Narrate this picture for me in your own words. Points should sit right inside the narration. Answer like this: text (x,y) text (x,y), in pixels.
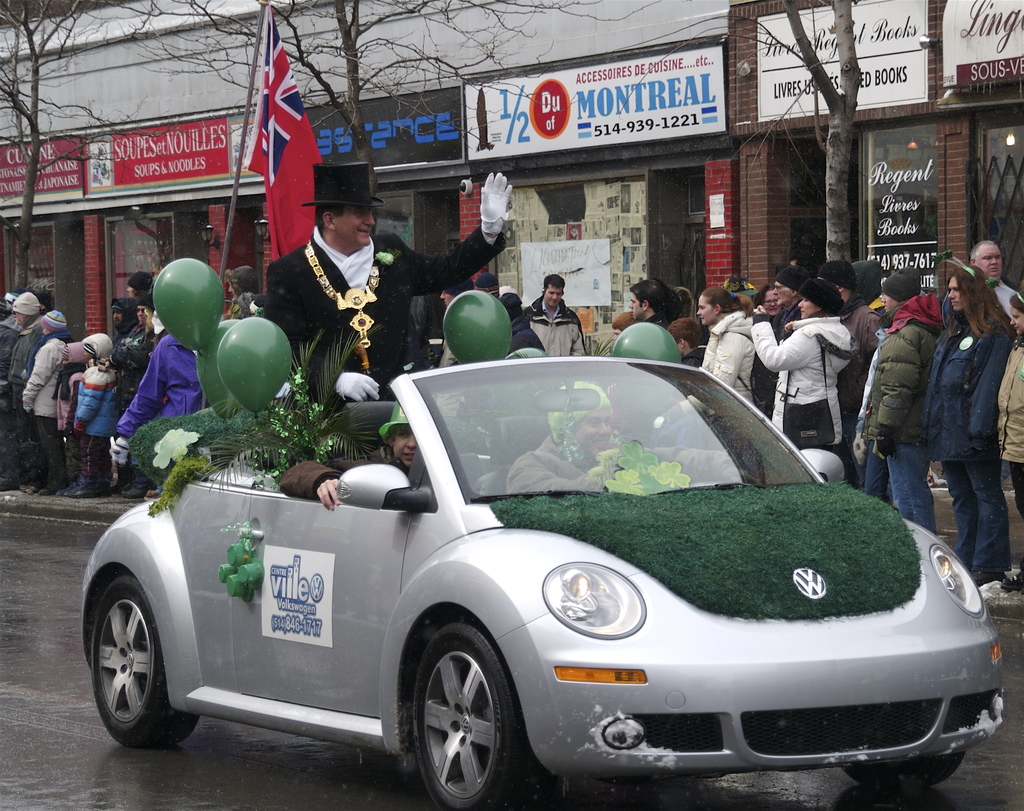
This image consists of a car (569,660) and so many people (919,377) are standing in the middle (559,336). Behind them there are so many stores (596,265) and trees (33,108). In the car (297,630) there are three people (367,241). One man (335,261) is wearing hat (356,182) and waving his hand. That car (544,633) has headlight (589,634) tires (467,720) and Mirrors (419,494).
